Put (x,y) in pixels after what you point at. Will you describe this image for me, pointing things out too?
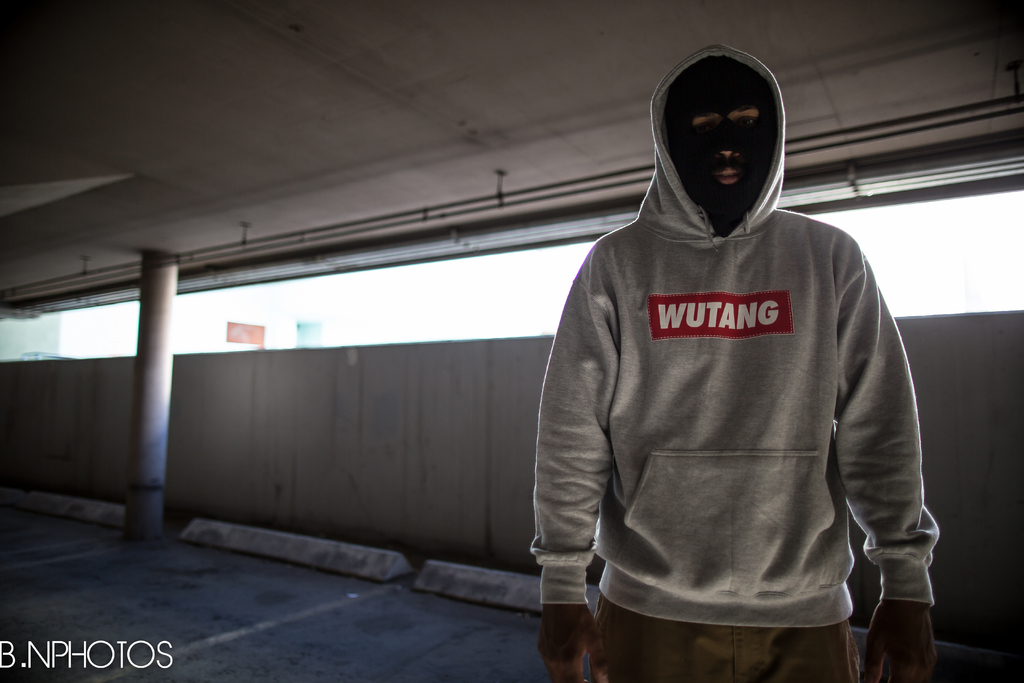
In this image there is a person (752,450), behind the person (798,431) there is a wall (298,405) and a pillar (141,405), at the bottom of the image (115,651) there is some text (146,647), at the top of the image (416,87) there is a rooftop (253,220), from the gap (193,345) we can see another building (206,339) with some board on it.
